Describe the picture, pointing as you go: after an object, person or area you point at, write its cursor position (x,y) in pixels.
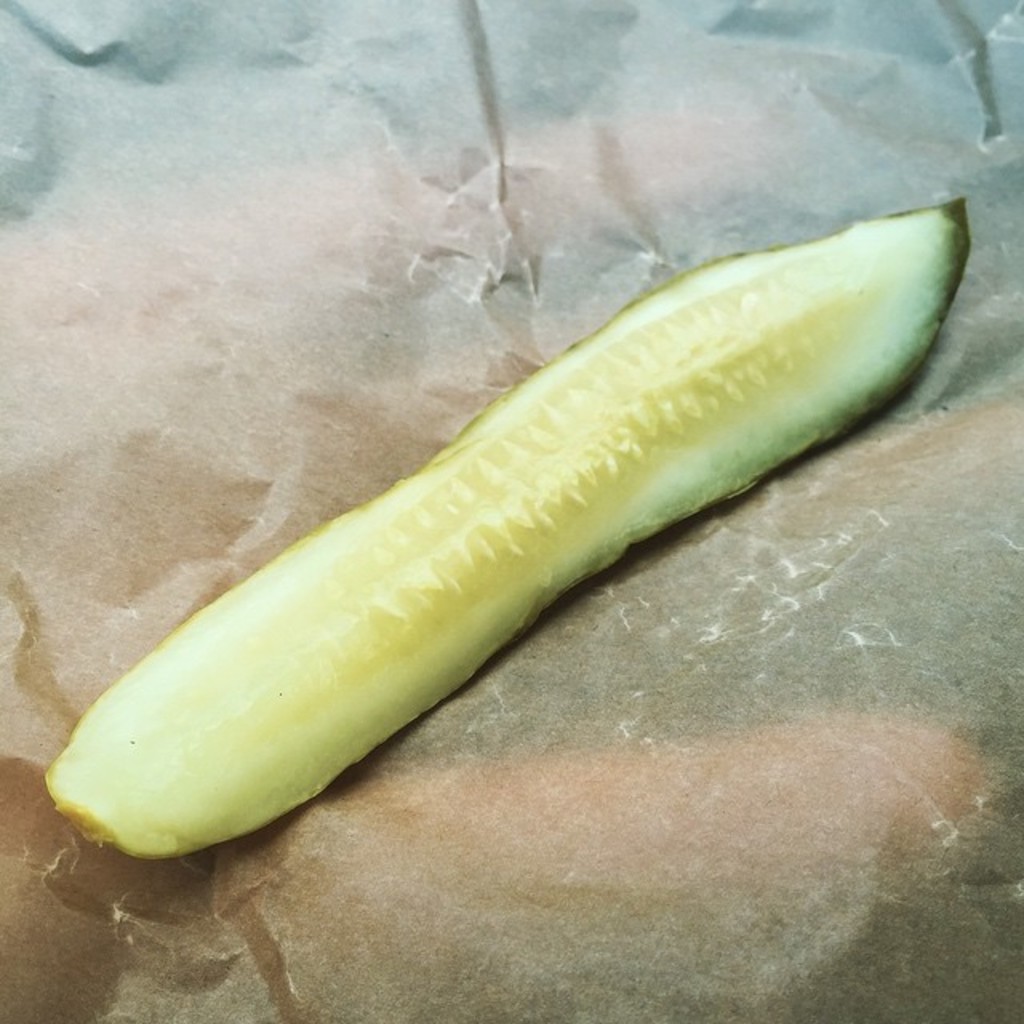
In this image there is a cucumber spear (461,608).
